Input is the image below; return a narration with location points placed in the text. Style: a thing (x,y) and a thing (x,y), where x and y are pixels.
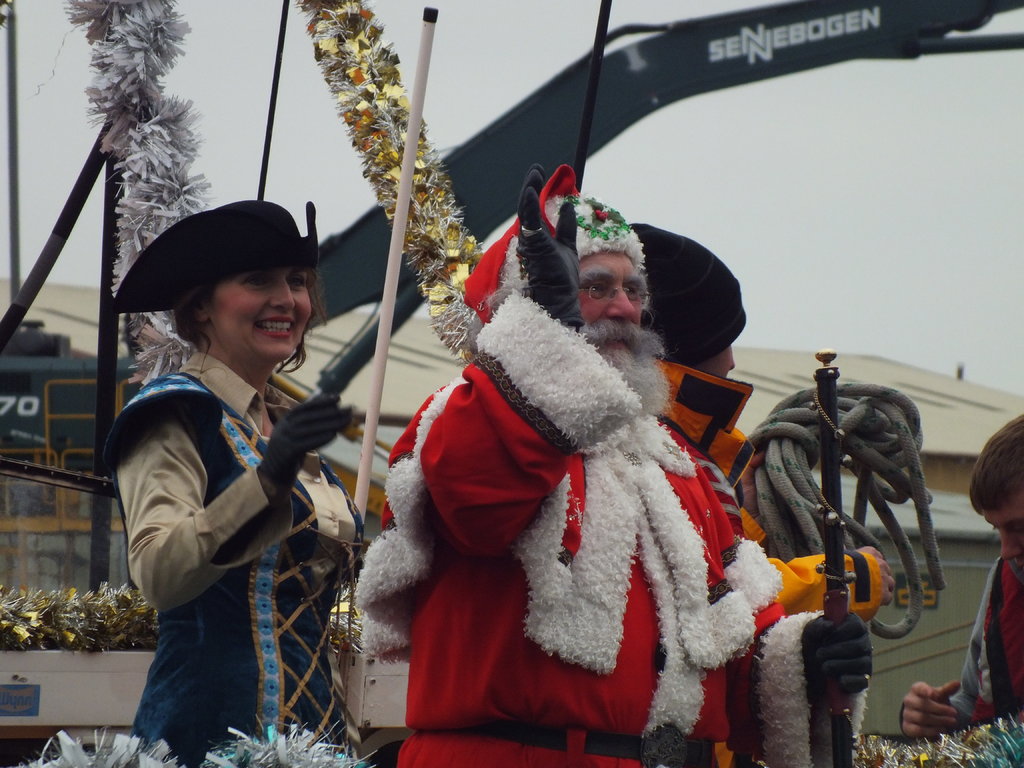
There is a person (515,541) wearing Santa Claus dress (486,494). He is holding something in the hand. Near to him there is a lady (174,375) wearing cap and gloves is standing. Also there are two other persons (995,608). In the back (869,440) there is a rope (817,440). Also there are some decorations (238,743). In the background (753,209) there is sky (785,290) and a building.
